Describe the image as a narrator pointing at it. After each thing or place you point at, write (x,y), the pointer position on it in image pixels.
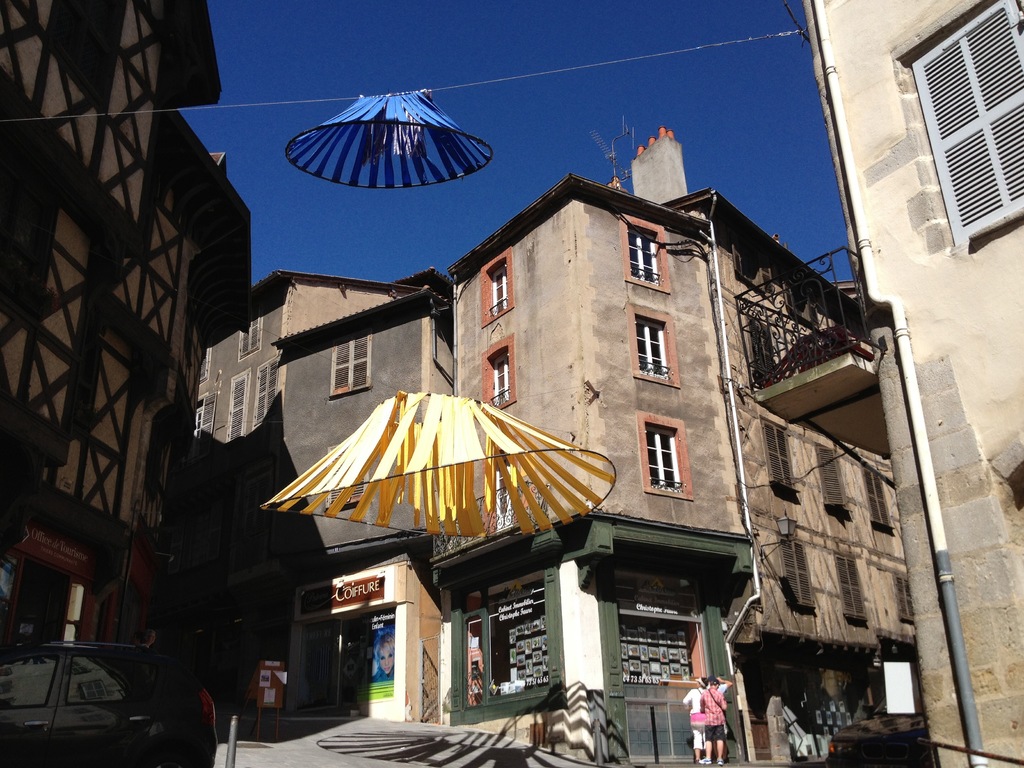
In this picture I can see few persons (718,718) at the bottom (701,720), in the middle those look like the stores (498,656), in the background (349,404) there are buildings (545,407). I can see few paper decorative things (494,437) in the middle (554,487), at the top (565,49) there is the sky (552,123).
